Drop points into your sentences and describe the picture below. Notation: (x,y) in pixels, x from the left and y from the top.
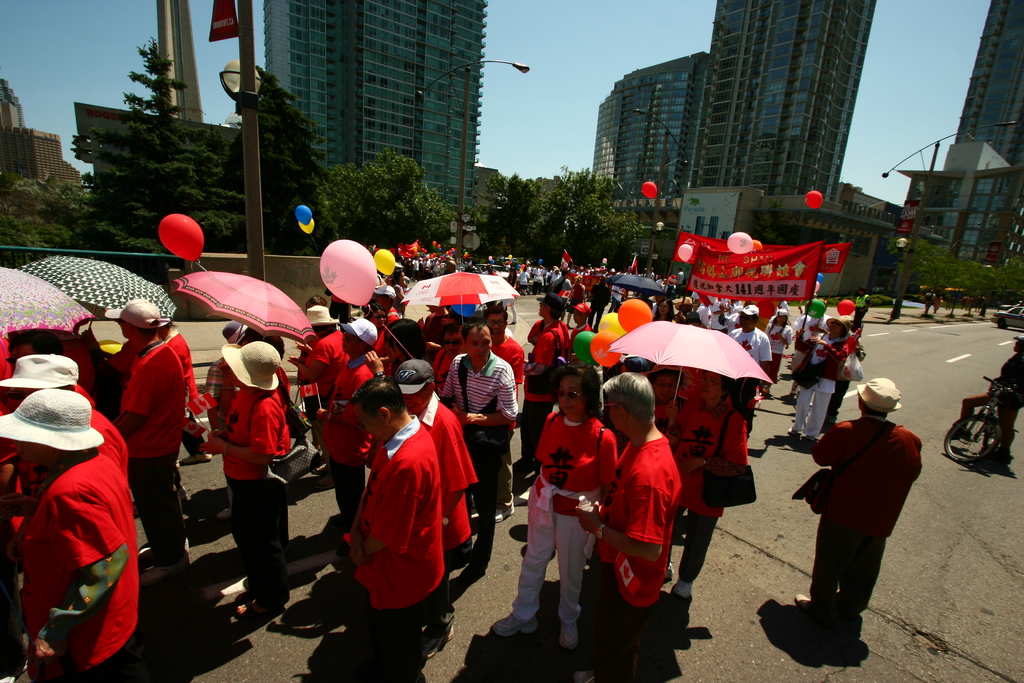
There are many people (488,367). Some are holding balloons (329,278) and umbrellas (429,300). Some are wearing caps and hats (269,357). There is a road (884,329). And there is a banner (750,279). In the back (227,177) there are trees (398,176), buildings (765,89), street light poles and sky (583,101).
